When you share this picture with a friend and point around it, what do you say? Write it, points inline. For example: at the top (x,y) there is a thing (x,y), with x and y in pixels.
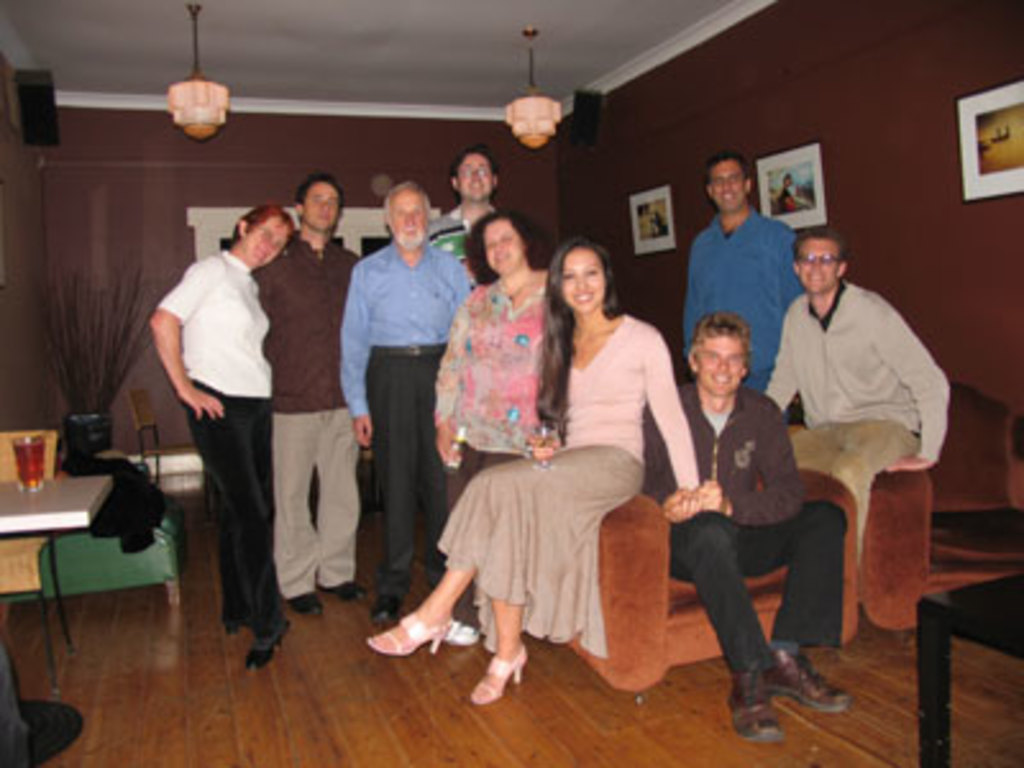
In the picture we can see some people (219,514) are standing in the house (897,97) on the wooden floor (963,710) and some people (905,370) are sitting on the sofa chair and in the background (859,175) we can see a wall (872,167) with some photo frames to it and to the ceiling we can see some lights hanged to it and to the floor (22,670) we can see some table (1006,601) and something placed on it.
